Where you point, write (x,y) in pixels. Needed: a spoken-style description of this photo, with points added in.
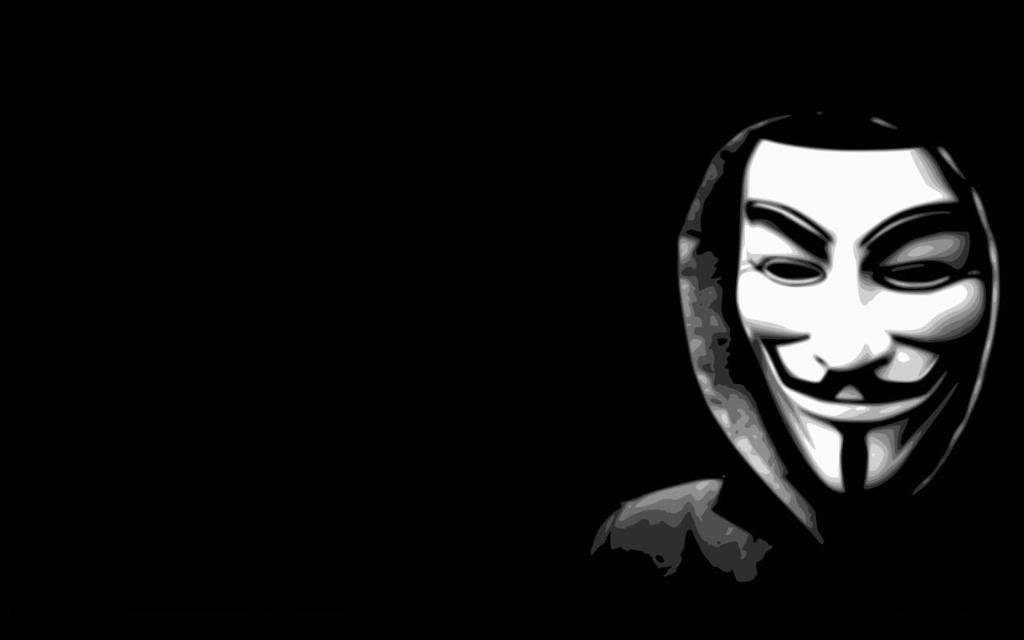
This is an animated picture. In this picture we can see a man (714,240) wearing a mask (932,326). Background (26,110) portion of the picture is completely dark.
